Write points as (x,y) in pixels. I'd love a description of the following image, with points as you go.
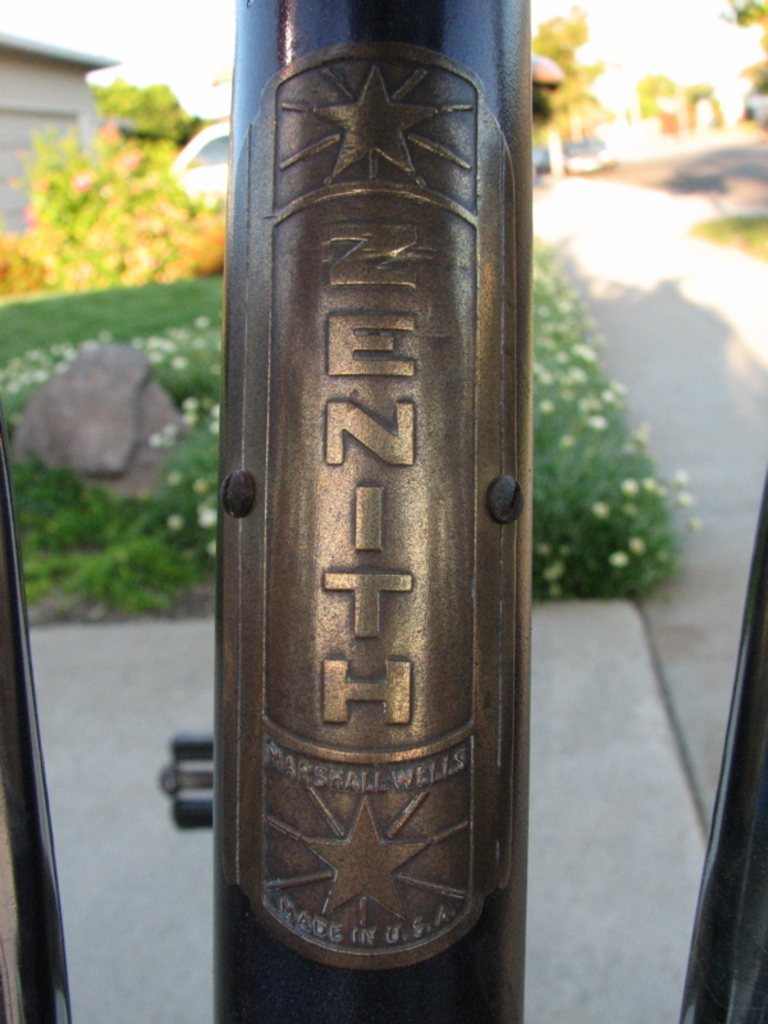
In this picture we can see a bicycle (430,871) in the front (430,871), in the background (566,476) there are some flowers (581,346), plants (568,321) and trees (564,78), on the left side (23,124) there is a house (18,96), we can see the sky (193,32) at the top of the picture (186,25).
